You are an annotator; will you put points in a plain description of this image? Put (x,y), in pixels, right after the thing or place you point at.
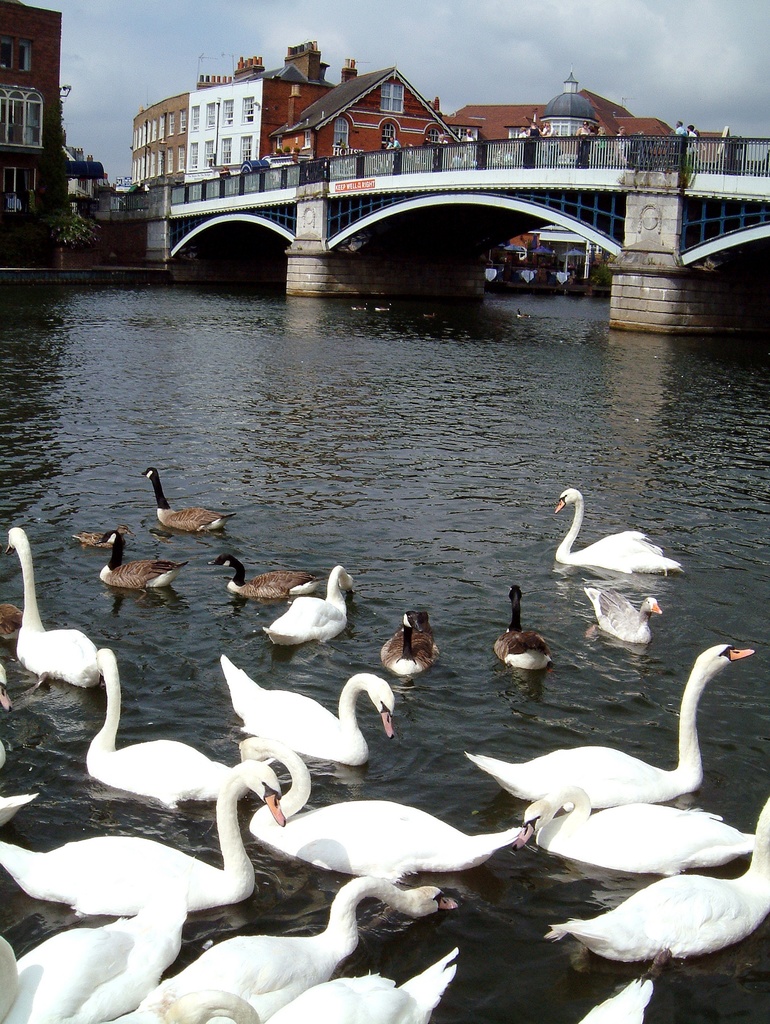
In this picture we can see few swans (248,723) and ducks (514,623) in the water (382,577), in the background (28,100) we can find few buildings (151,156) and a bridge (469,273) over the water (545,314), and also we can find few people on the bridge (607,156).
